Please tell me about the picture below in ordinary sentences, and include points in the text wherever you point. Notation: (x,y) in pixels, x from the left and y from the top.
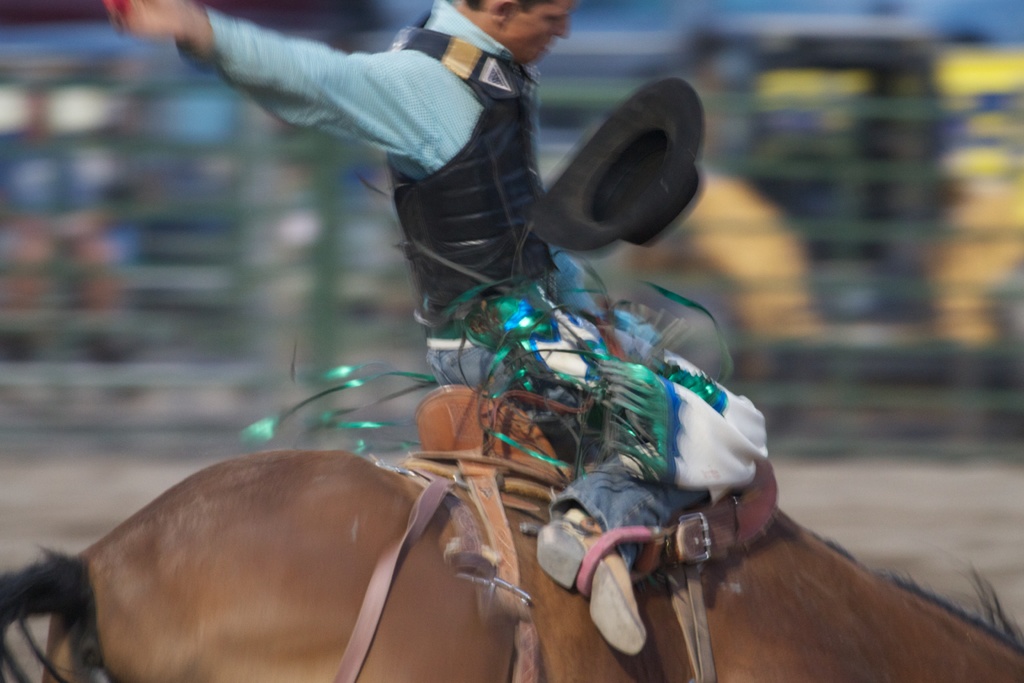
As we can see in the image there is a man (541,412) riding horse (302,606) and the background (189,158) is blurry.
